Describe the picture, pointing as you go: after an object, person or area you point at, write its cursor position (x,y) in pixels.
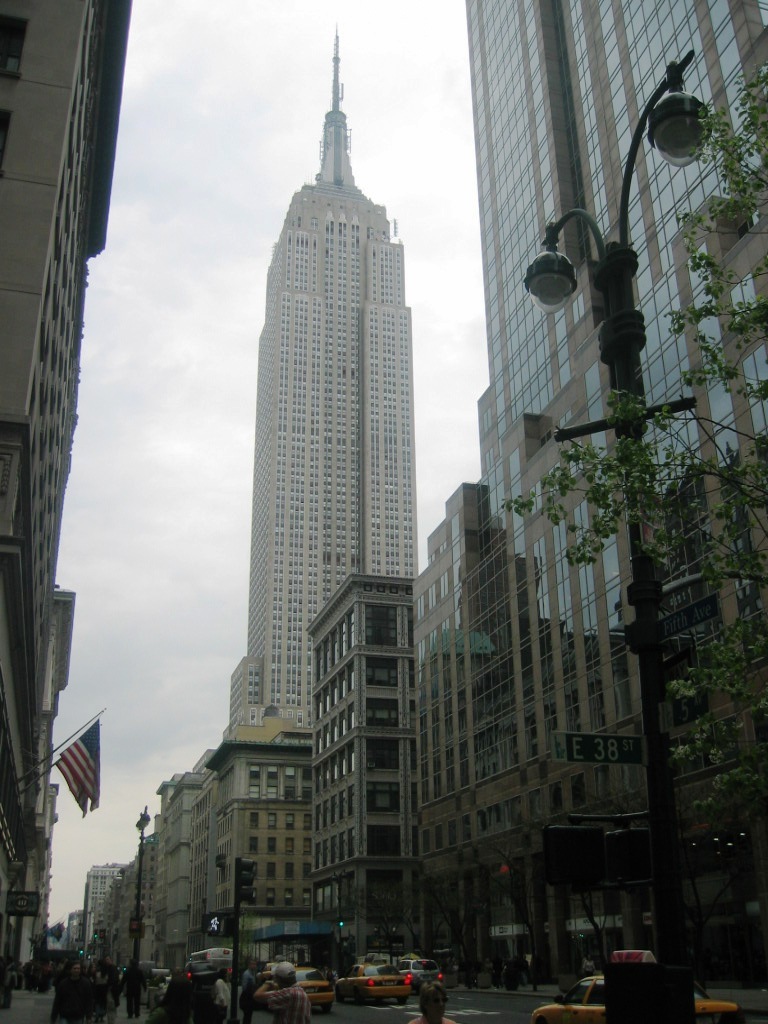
In this image there are many buildings (267,534) and also trees (732,645). Image also consists of light poles (647,733) and flags (85,777). There are few people (104,988) present on the road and there are vehicles (407,979) passing on the road (399,1003). Sky (197,225) is also visible.
